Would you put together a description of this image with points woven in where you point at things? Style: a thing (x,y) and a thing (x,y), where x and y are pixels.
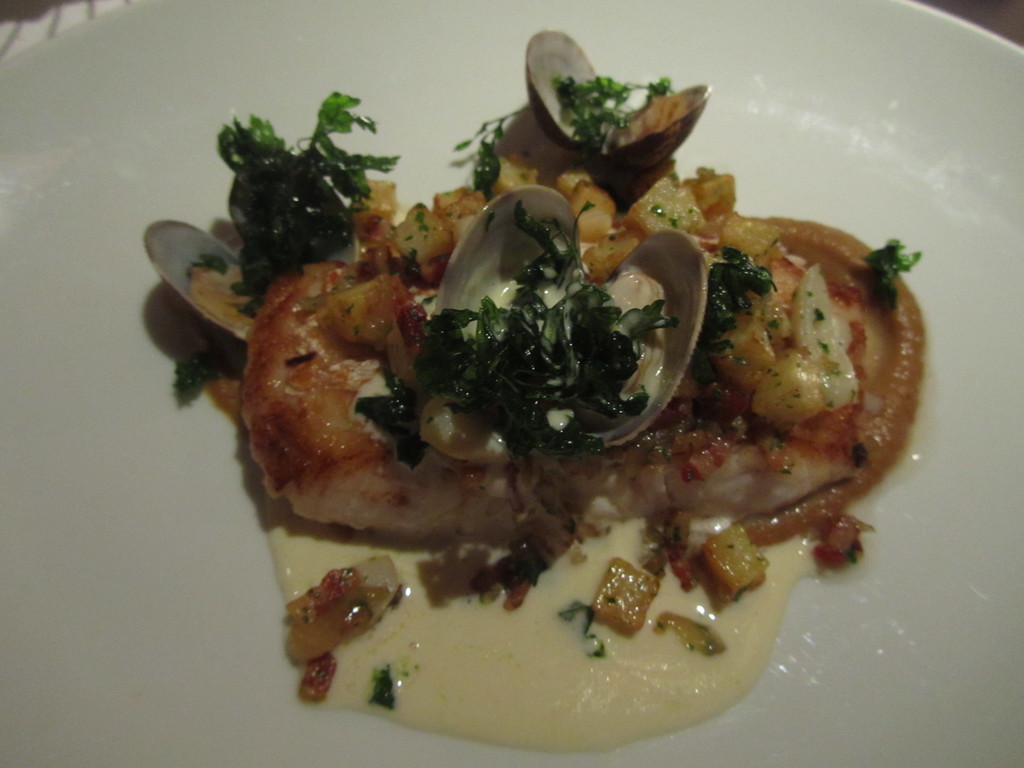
In this picture there is a plate (920,162), on that plate (951,679), we can see some food item (659,550).
